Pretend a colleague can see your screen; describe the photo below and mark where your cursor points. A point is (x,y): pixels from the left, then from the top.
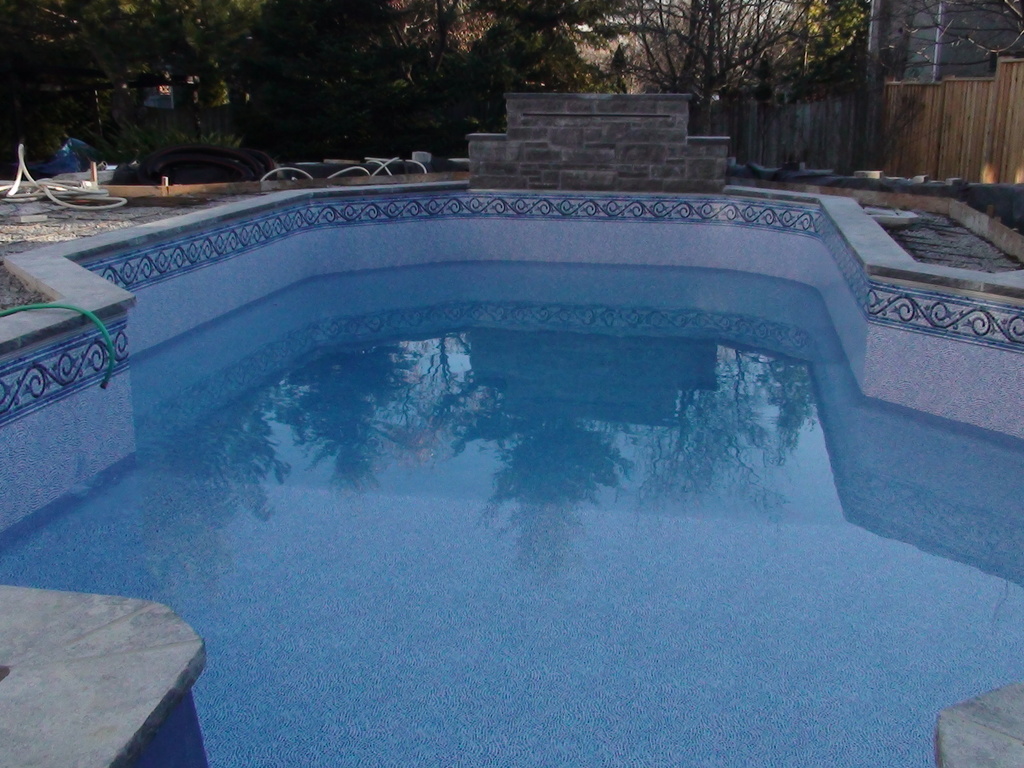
In this image in the center (513,495) there is a swimming pool (563,509). In the background (307,157) there are trees (220,91) and there are objects (288,171) which are white in colour and there is a wall (626,132). On the right side (844,108) there is a fence (890,121).
